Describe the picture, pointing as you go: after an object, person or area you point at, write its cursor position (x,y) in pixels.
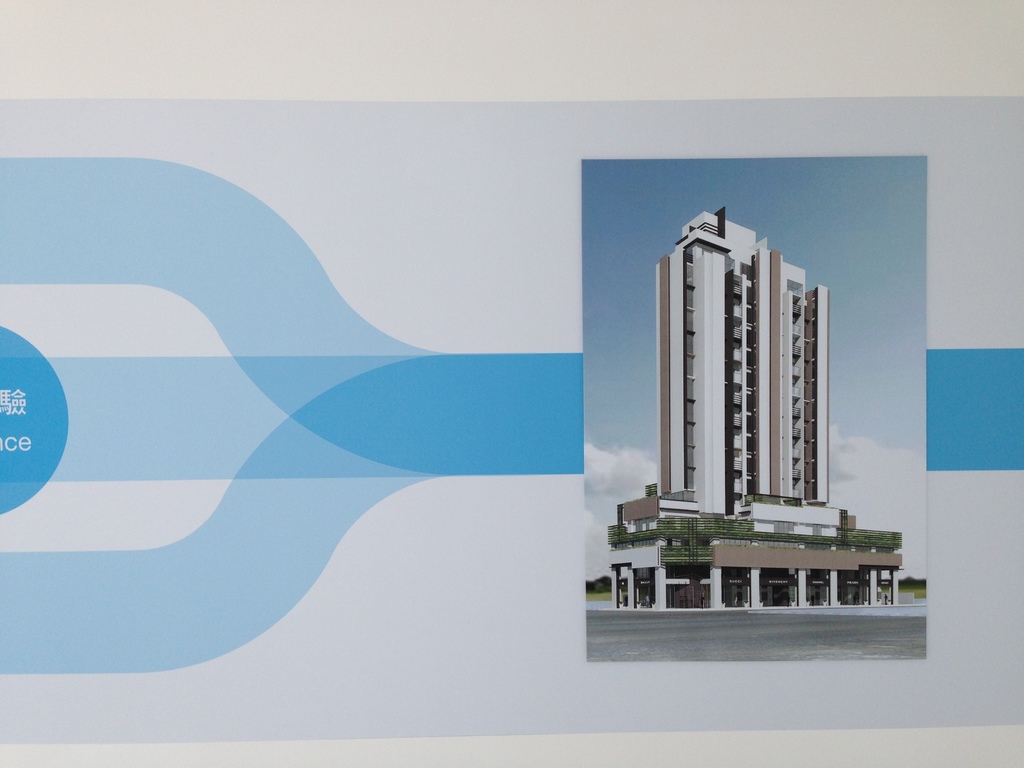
In this picture, it is looking like a banner (526,573) and on the banner (772,481) there is a building (709,438) and behind the building (746,454) there is a sky (883,404).
